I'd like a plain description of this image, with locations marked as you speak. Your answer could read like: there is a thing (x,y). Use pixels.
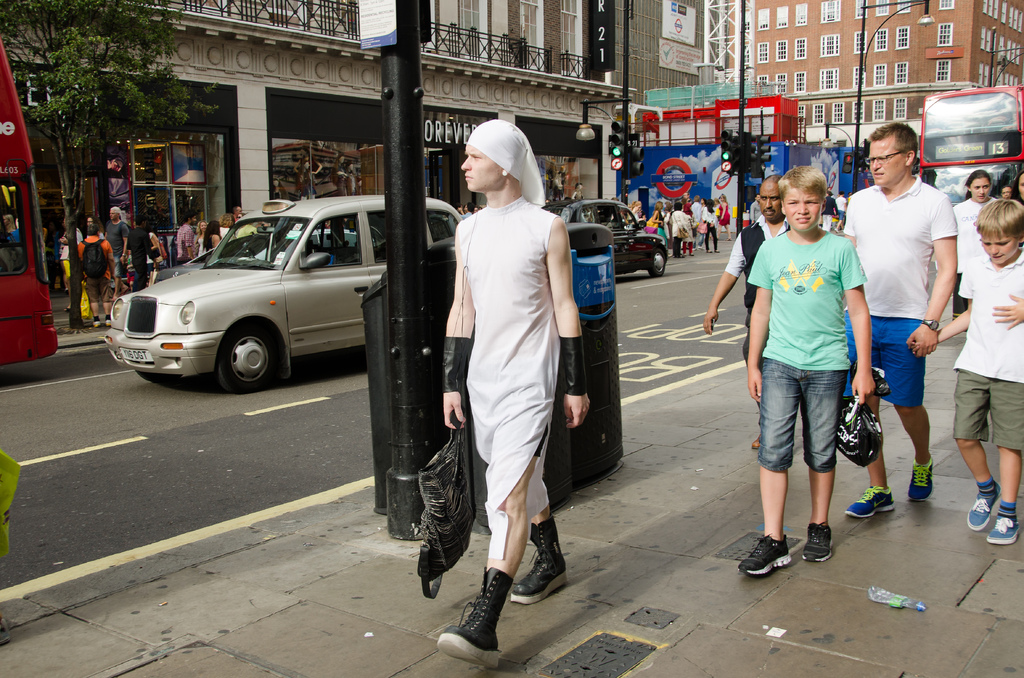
In this picture I can see many peoples (473,166) who are walking on the street (620,536), beside them I can see the poles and street lights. On the road (169,419) I can see the cars (150,306) and buses (50,318). In the background (216,144) I can see many buildings (554,108). In the top right (738,137) I can see the traffic signals (730,148) and poles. Beside this people (540,325) I can see the dustbin (378,334).
